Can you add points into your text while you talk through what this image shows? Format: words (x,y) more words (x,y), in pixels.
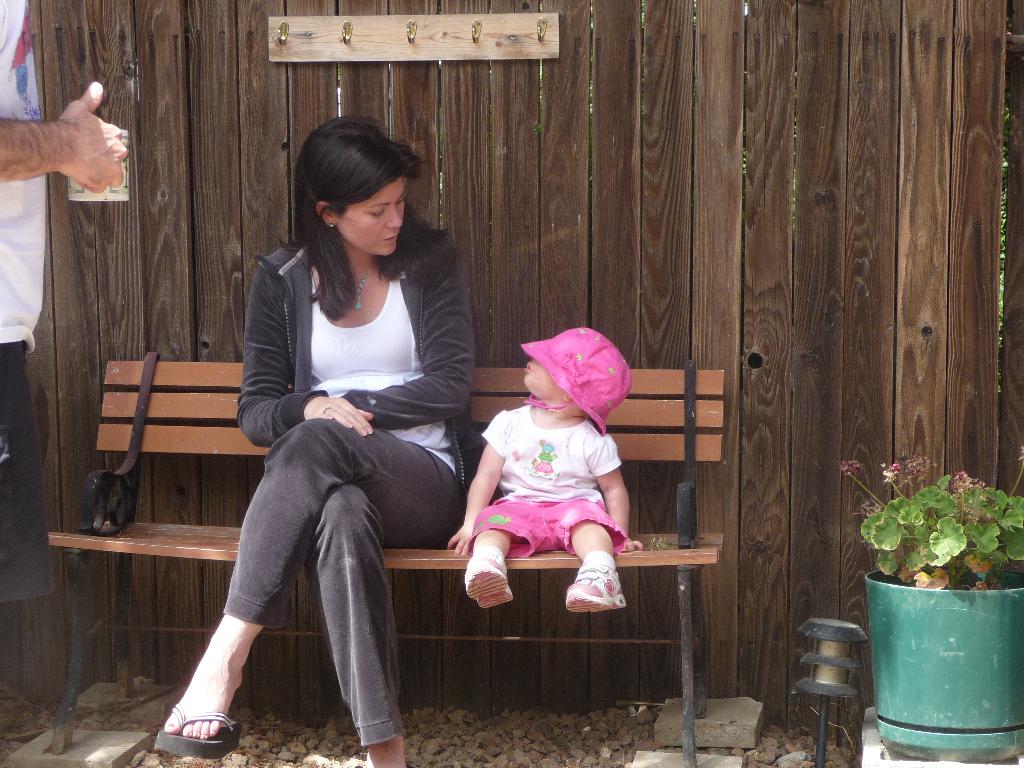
In the picture I can see a woman (467,388) and a baby (582,437) sitting on the wooden bench (652,436). There is a man (84,108) on the left side (16,179) holding a cup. I can see a flower pot (992,701) on the bottom right side (1006,608). In the background (808,462), I can see the wooden wall (692,127) and it is looking a wooden hook stand (504,19). I can see the stones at the bottom of the picture (270,735).
